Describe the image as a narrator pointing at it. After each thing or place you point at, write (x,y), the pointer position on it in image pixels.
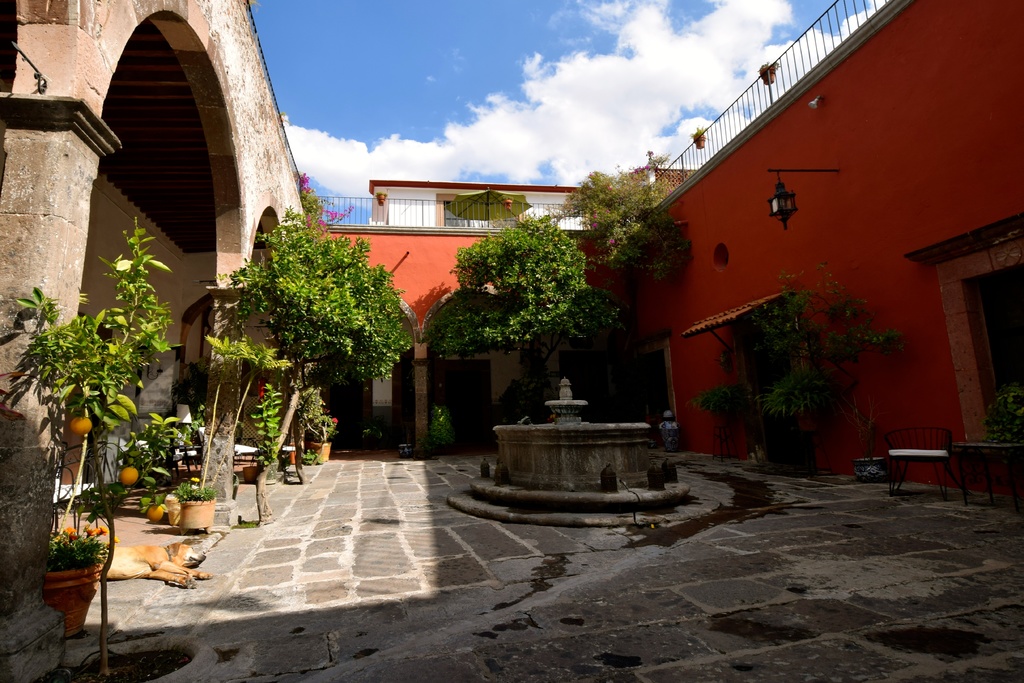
In this image there is one house (413,365) and in the center (624,435) there is one fountain (631,460), on the right side (798,386) there is a wall (942,349) windows (995,359) and some plants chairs (934,454) and flower pots (884,465). On the left side (111,546) there are some flower pots (67,556), plants (140,307), pillars (218,282), wall (204,284) and one dog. At the bottom (340,583) there is a walkway (774,597). On the top of the image (465,106) there is sky (634,72).
